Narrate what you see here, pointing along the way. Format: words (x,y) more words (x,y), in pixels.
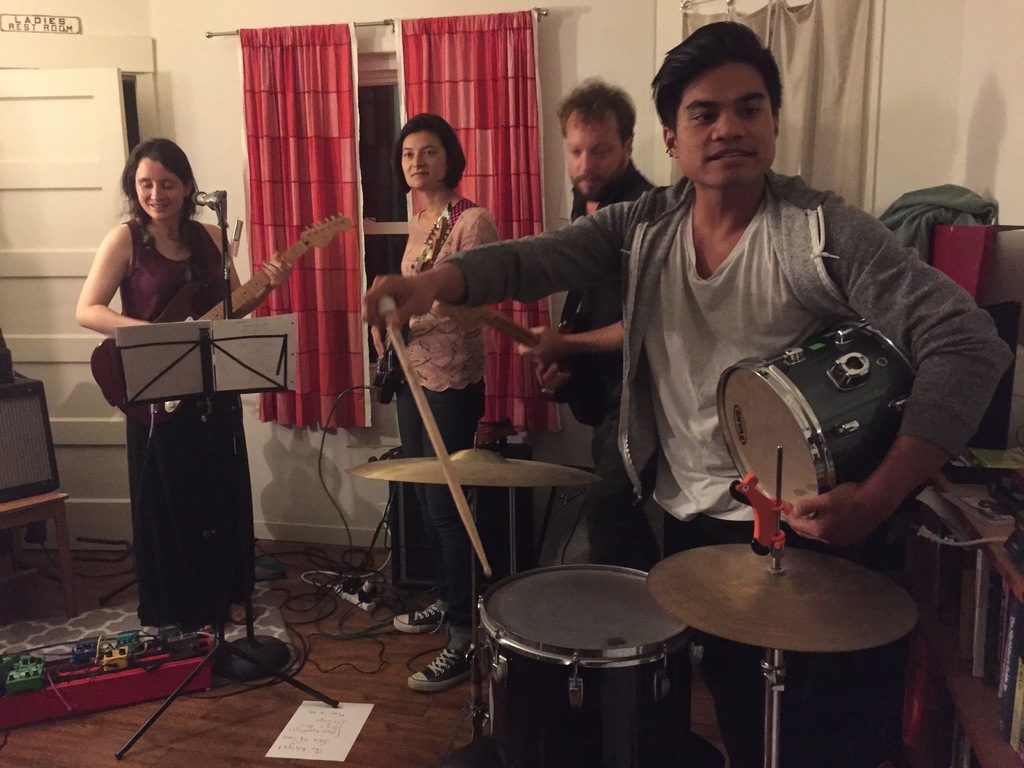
In this image we can see a group of people (476,344) standing on the floor (375,728) holding the musical instruments (732,414). We can also see a book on a music stand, some pedals (79,647), some wires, a paper (316,725), drums (504,725) and a speaker (28,436) on a table (71,550) on the floor (120,711). On the right side (976,676) we can see some books (985,623) and objects (982,506) placed in the shelves (979,689). On the backside (27,296) we can see a window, signboard (59,16), door (61,129) and the curtains (354,274).
